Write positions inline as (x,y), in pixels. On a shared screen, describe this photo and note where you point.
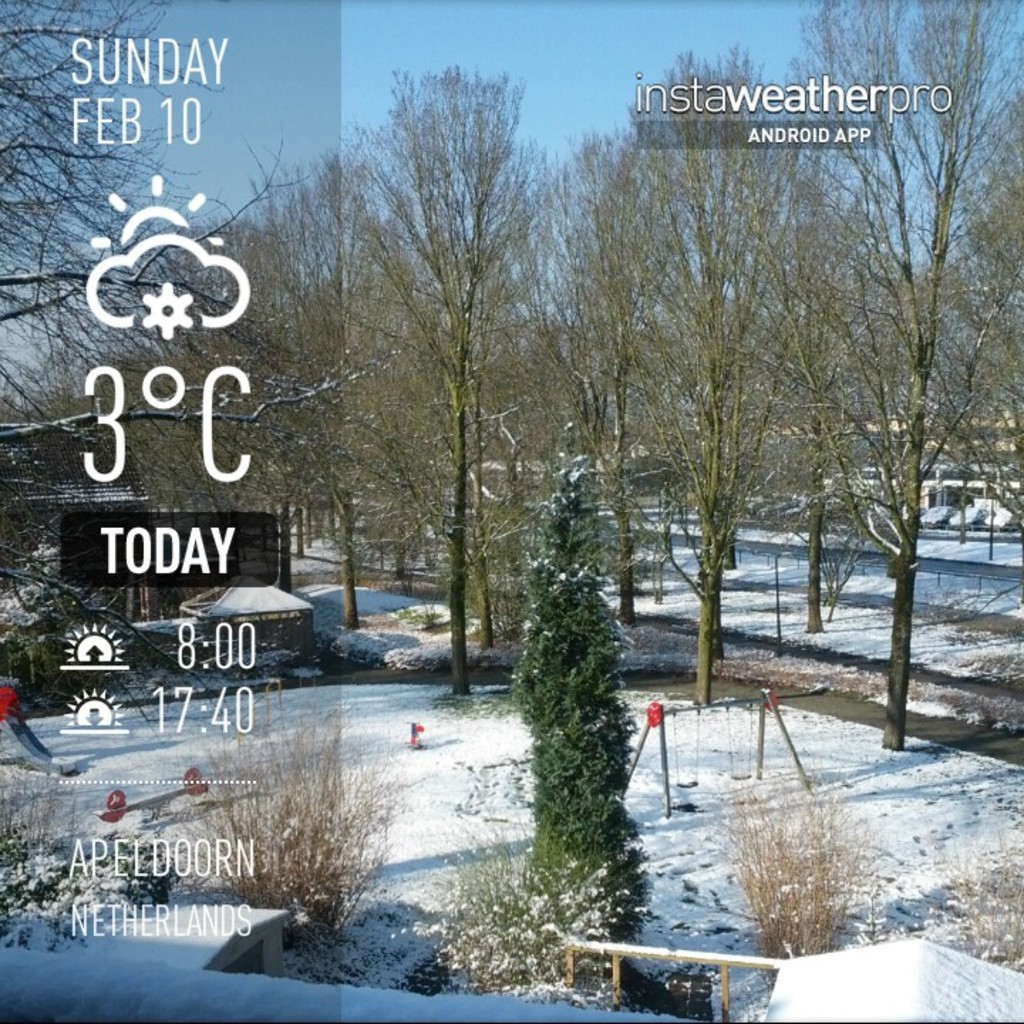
In this image, we can see trees (647,453), some plants (638,891) and there are some poles (662,739). At the bottom (869,795), there is snow (857,789) and on the left (214,475), we can see some text (219,562) written.
